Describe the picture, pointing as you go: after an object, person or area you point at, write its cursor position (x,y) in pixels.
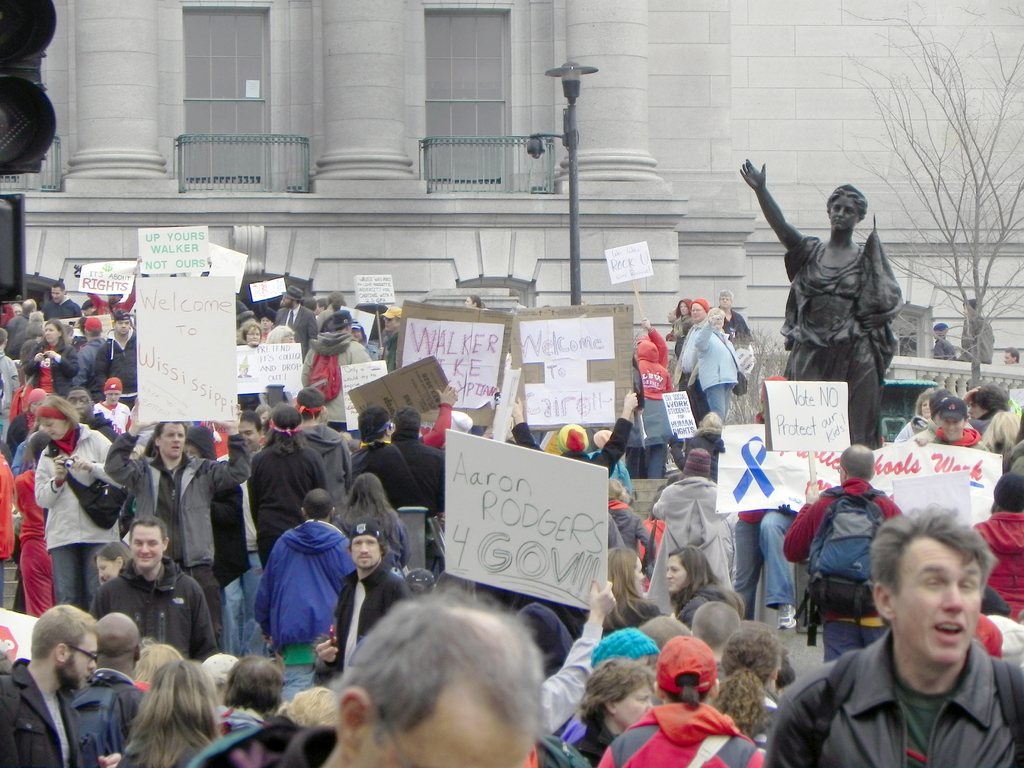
In this image I can see number of persons (267,581) are standing on the ground (796,631) and holding few boards (528,495) in their hands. I can see a black colored statue (878,337), a tree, a pole (574,139) with lights (573,85) to it and a building (498,126). I can see few windows (471,83) of the building (393,121) and the railing (194,176).
